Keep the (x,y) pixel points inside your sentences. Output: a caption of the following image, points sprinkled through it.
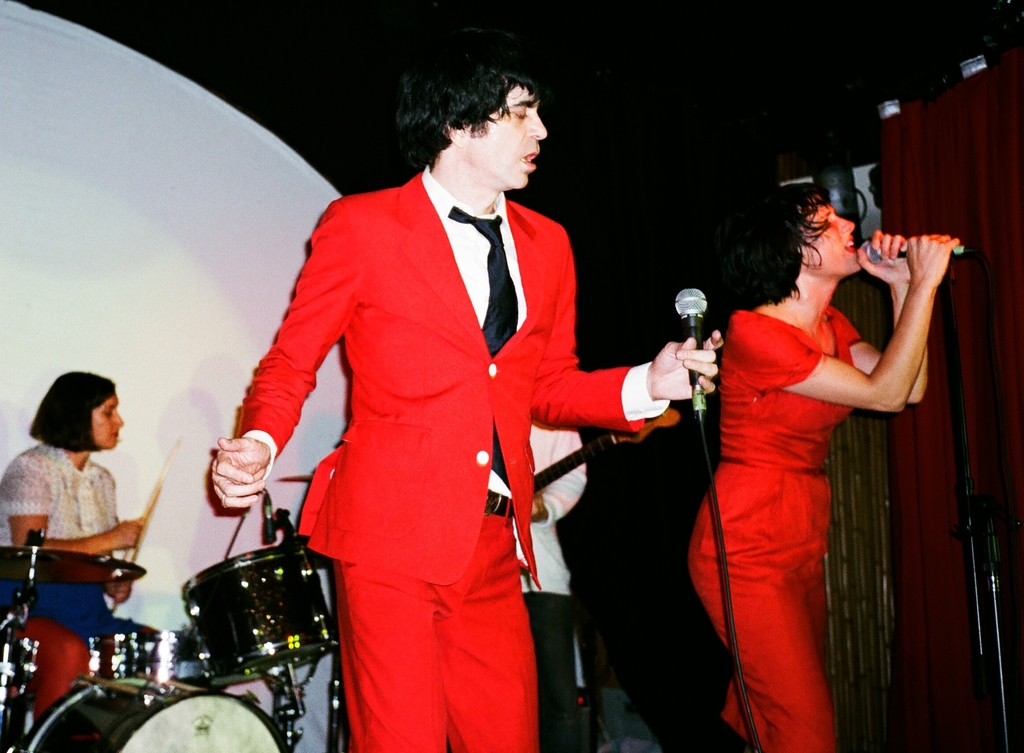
In the middle of the image (446,438) two persons (518,176) are standing and holding microphones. Behind them two persons (82,375) are playing some musical instruments (7,739).
